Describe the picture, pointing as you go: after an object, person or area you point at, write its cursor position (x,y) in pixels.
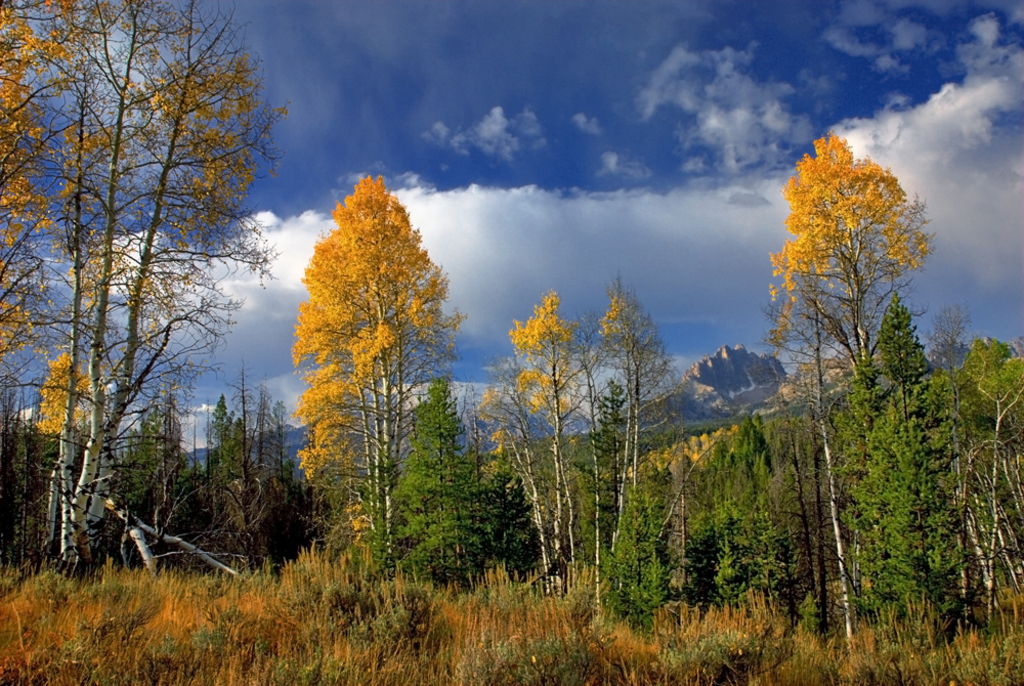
Here in this picture we can see the ground (286,639) is fully covered with grass (50,623), plants (408,630) and trees (554,586) and in the far we can see mountains (752,410) present and we can see clouds (539,283) in the sky (557,282).
